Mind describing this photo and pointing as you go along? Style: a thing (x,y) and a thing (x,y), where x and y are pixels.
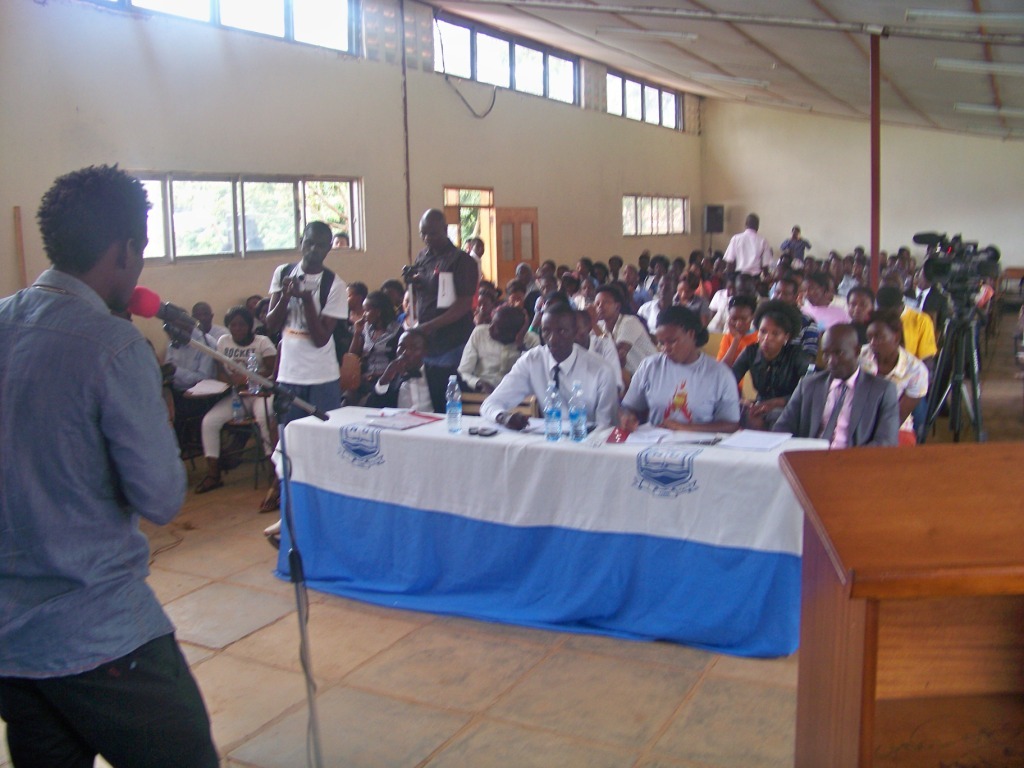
In the image I can see there are so many people (525,368) sitting and standing in a hall (997,419), in-front of them there is a table (672,441) with cloth (772,498) and bottles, also there is another man (106,267) standing and speaking in a microphone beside him there is a table (985,496).
